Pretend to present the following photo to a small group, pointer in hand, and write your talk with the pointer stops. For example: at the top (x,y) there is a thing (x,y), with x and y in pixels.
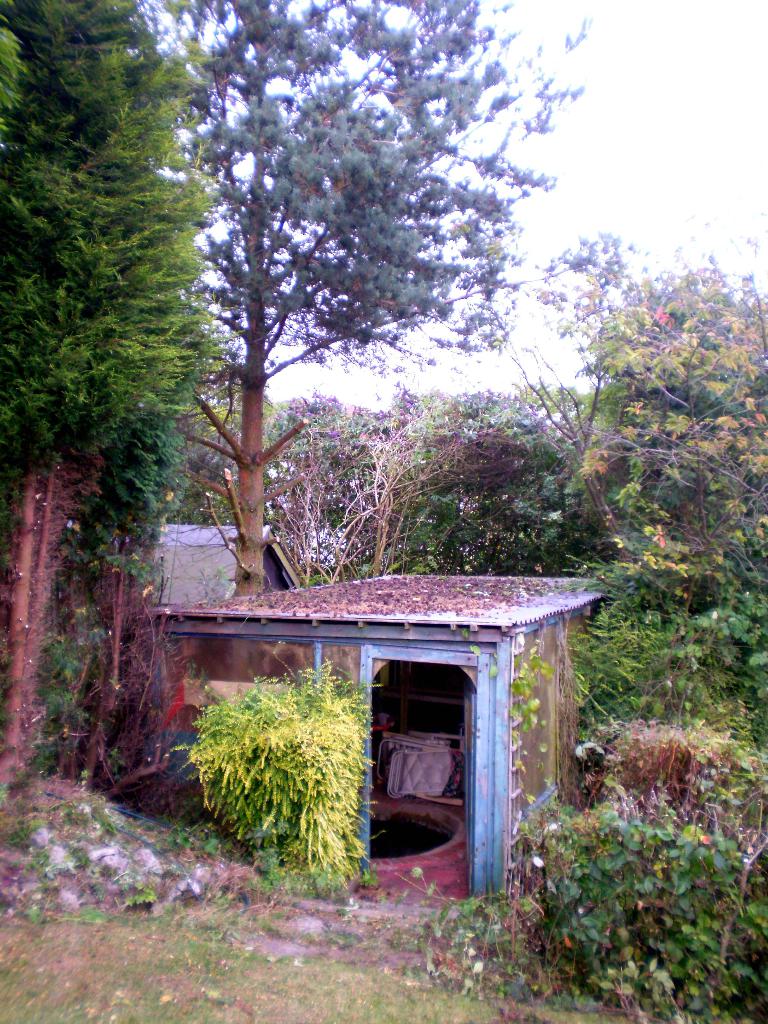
In this picture we can see a house (404,651), in the background (13,409) there are some trees (594,531), we can see grass (335,975) and plants (505,972) at the bottom (504,915), there is the sky (543,362) at the top of the picture (671,88).
